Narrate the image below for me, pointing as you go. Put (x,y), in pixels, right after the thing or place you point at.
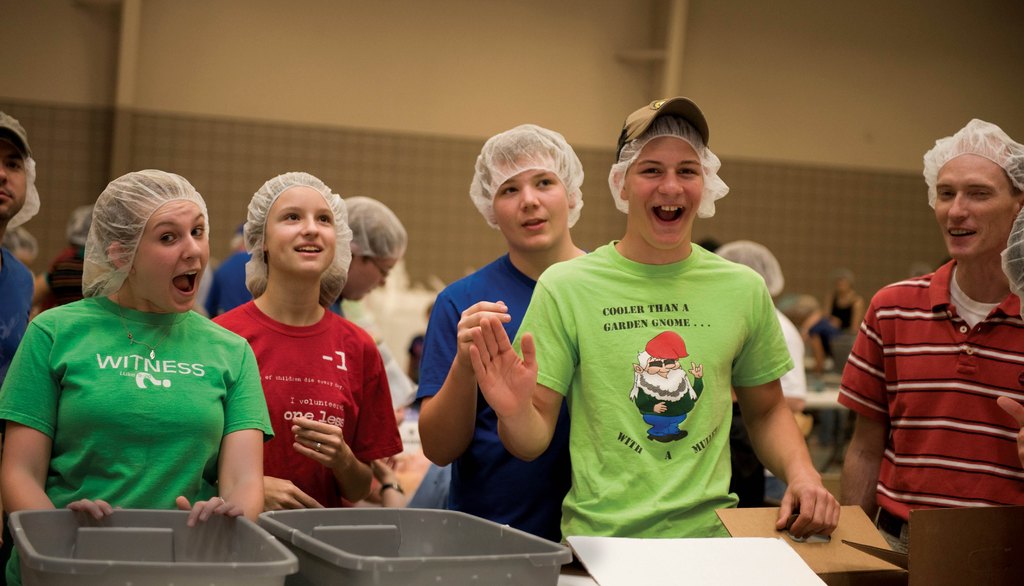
In the foreground of the picture (471,326) there are people (536,326), baskets (335,543) and desks (765,549). The background (866,139) is blurred, in the background (417,211) there are tables (828,395), people (384,277) and wall (483,91).
